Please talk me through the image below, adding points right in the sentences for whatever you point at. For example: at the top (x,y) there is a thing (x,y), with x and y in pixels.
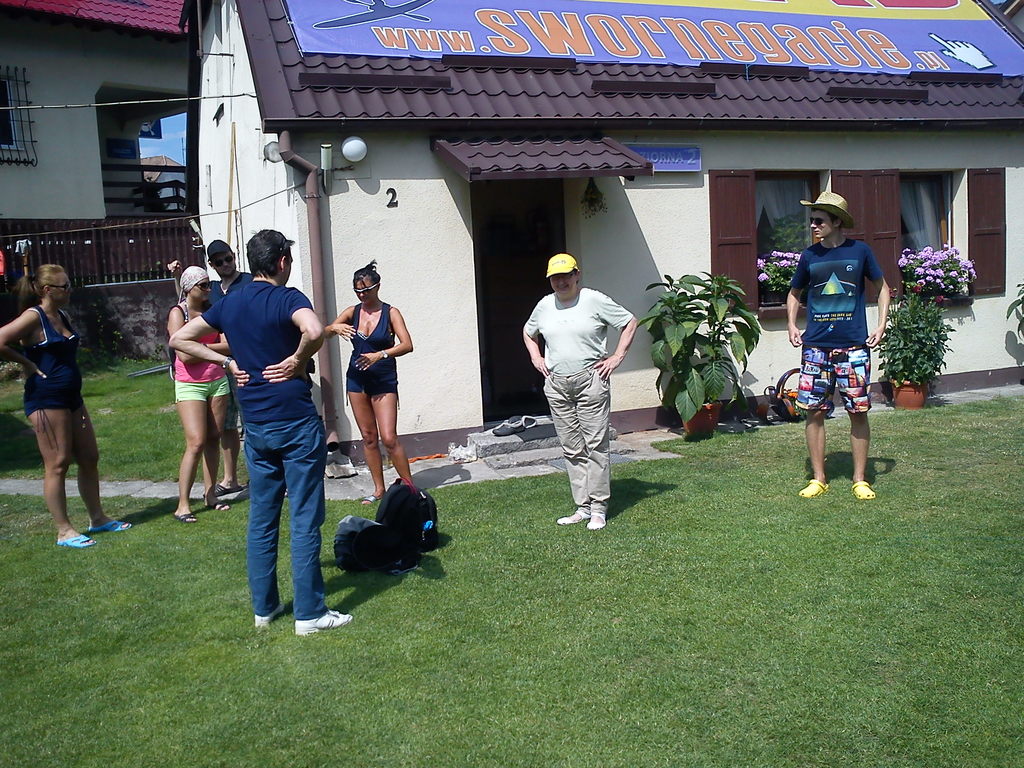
In this image there are a few people (311,449) standing on the ground (453,619). There is grass (434,635) on the ground (472,597). Beside them there are bags (412,548) on the ground (441,547). Behind them there are houses (450,142). There is a board (566,38) with text (674,32) on the roof (506,68) of the house (692,84). In front of the house (648,344) there are flower pots (715,376). To the left (123,253) there is a railing (80,254) beside the wall (1008,335) of the house (993,331).
